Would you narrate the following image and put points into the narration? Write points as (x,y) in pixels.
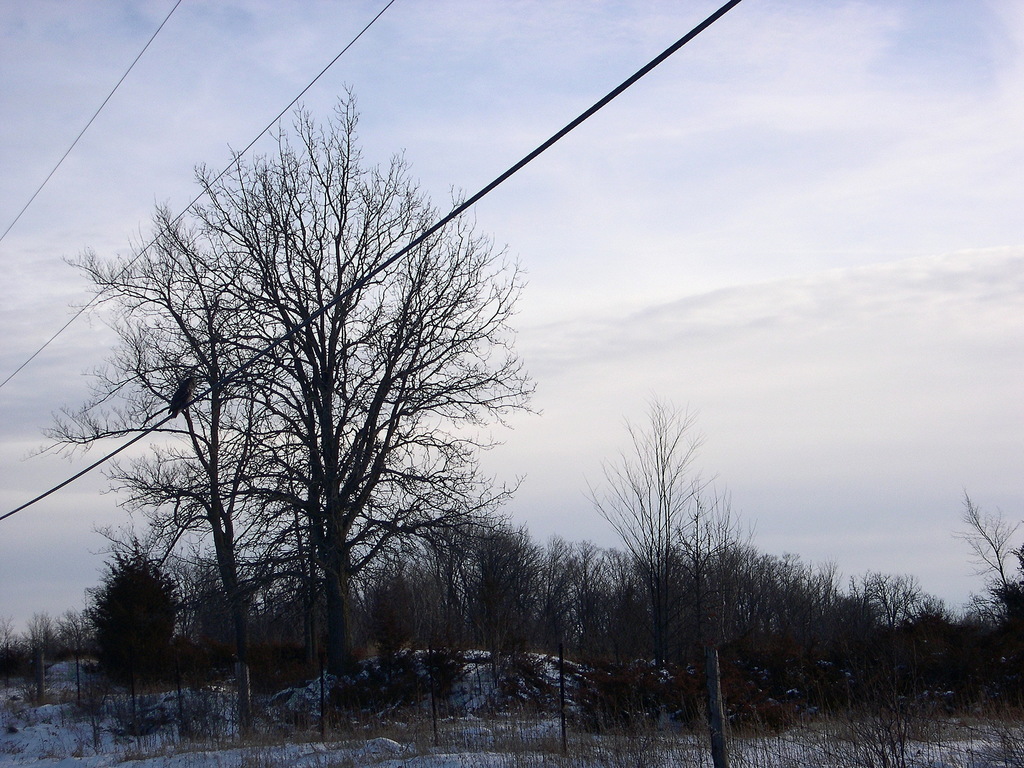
In this picture towards the left (327,365), there are trees (315,380). At the bottom (936,666) there are trees (702,515) and stones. On the top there are wires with a bird (184,403) on it. In the background (765,251) there is a sky (672,214) with clouds (664,322).
